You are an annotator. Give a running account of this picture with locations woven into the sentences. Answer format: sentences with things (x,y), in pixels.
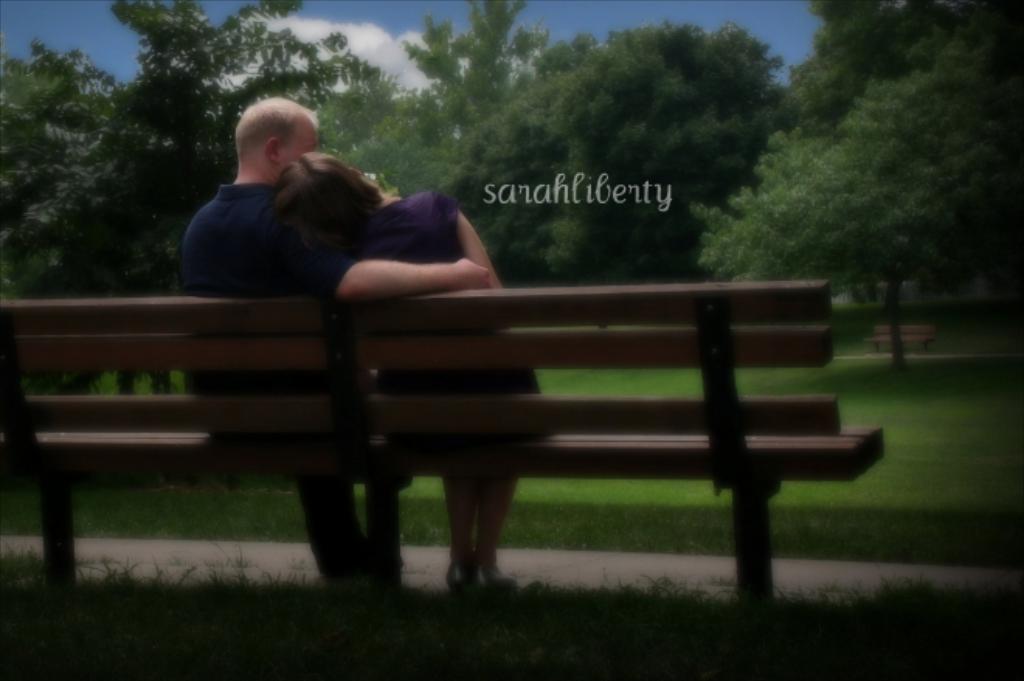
These 2 persons (309,251) are sitting on a bench (465,355). Grass (912,402) is in green color. Far there are number of trees (526,118).
